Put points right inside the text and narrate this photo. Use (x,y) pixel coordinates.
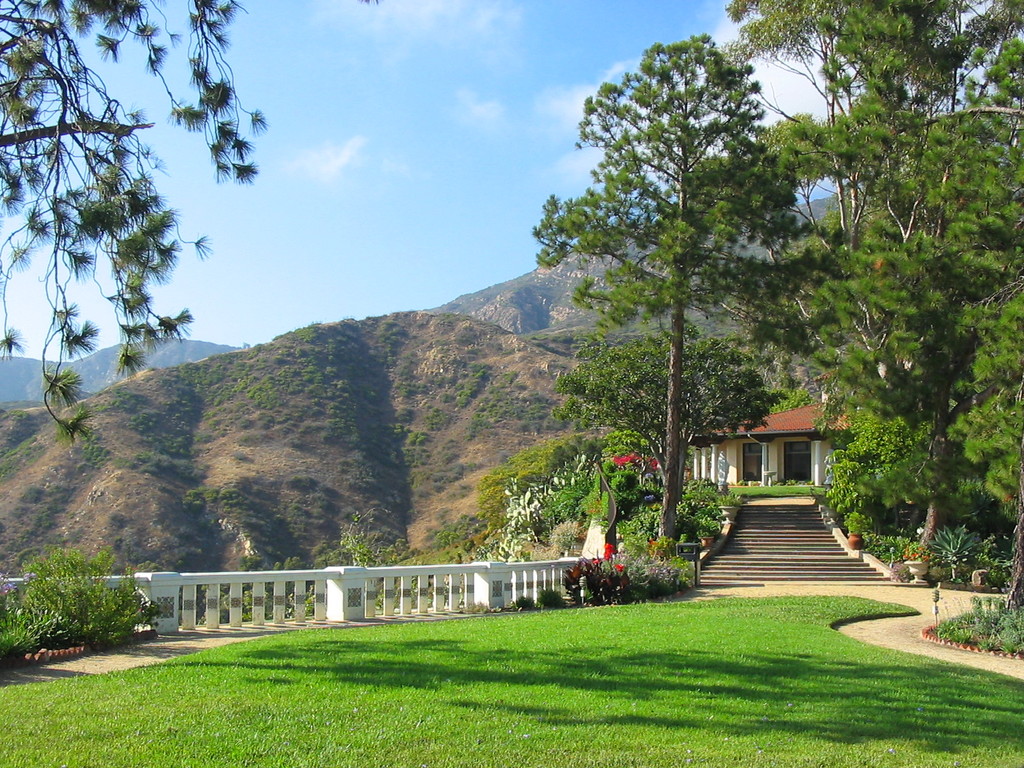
In the picture we can see a scenery with the hills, trees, house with steps (790,516) and railing (212,578) near to it and a grass surface (716,678) and in the background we can see a sky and clouds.
